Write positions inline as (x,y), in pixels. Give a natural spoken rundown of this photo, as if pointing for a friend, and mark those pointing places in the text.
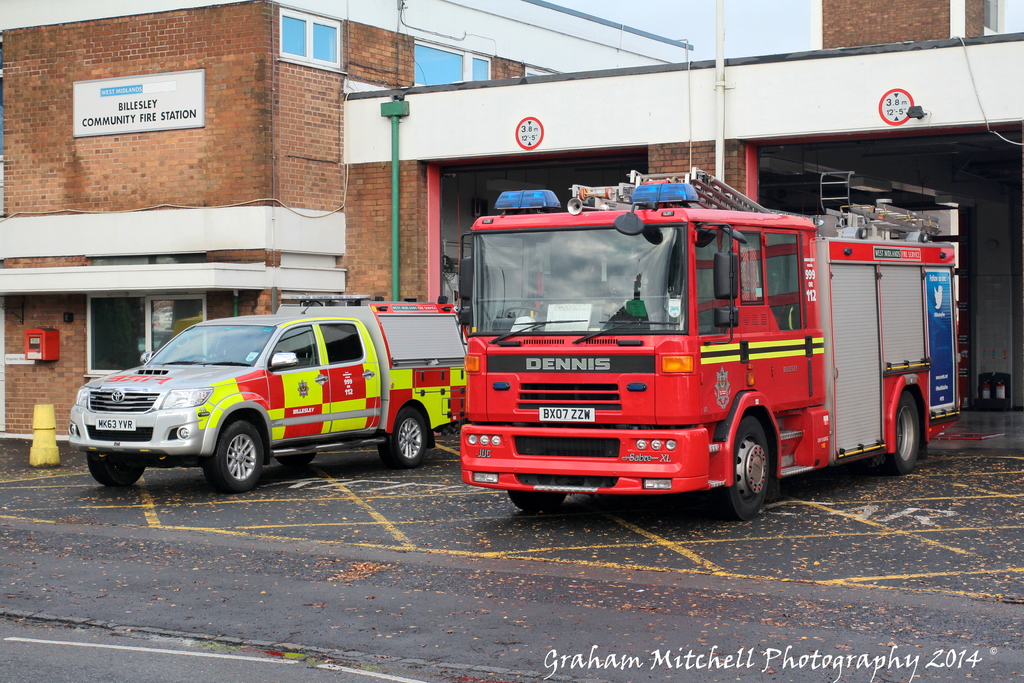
In this image, we can see vehicles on the road (380,615) and there is some text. In the background (44,434), there is a traffic cone (53,419) and we can see poles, buildings (470,81), boards (198,91). At the top (772,22), there is sky (758,19).
